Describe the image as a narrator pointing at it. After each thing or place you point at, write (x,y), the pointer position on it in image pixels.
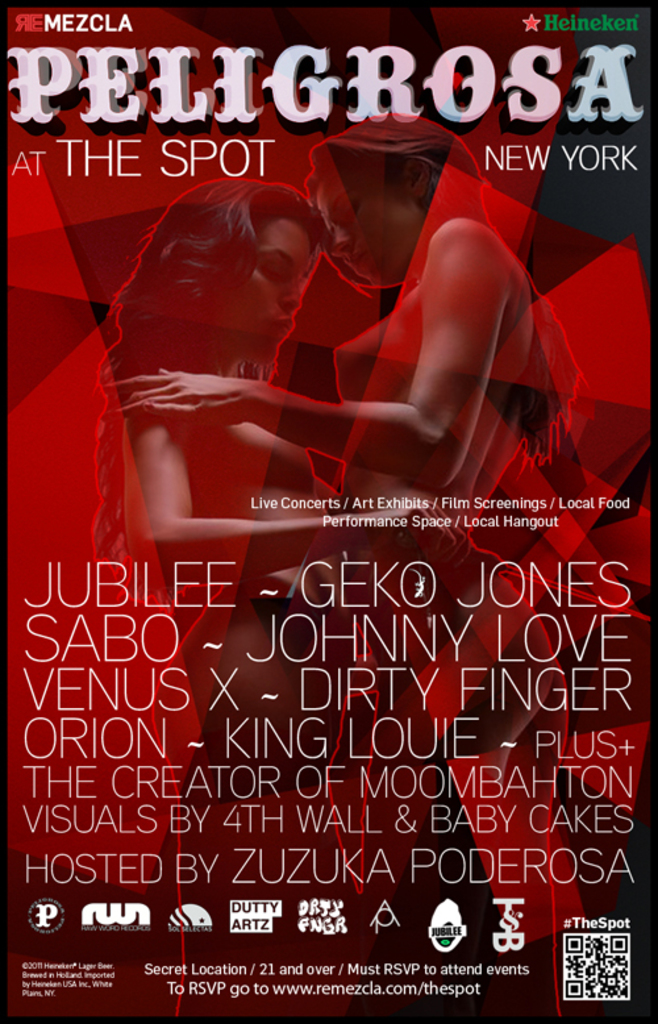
In this picture I can see a poster (424,402) and on the top (281,109) and bottom of this picture (328,746) I see something is written and in the middle of this picture (365,355) I see depiction of 2 women (349,396).
